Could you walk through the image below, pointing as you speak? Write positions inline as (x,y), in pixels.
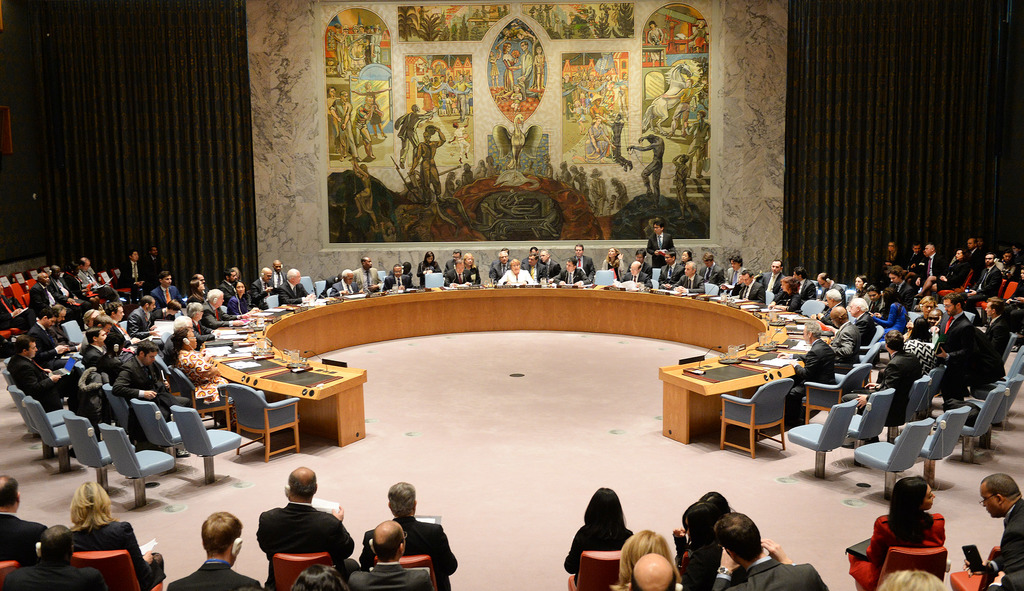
This picture is inside view of a room (390,364). Here we can see group of people (456,263) are sitting in a conference room (310,439). In this we can see table (302,394), chairs (251,398), books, mics (786,323), paper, wall (520,148), floor (519,479) are present.
